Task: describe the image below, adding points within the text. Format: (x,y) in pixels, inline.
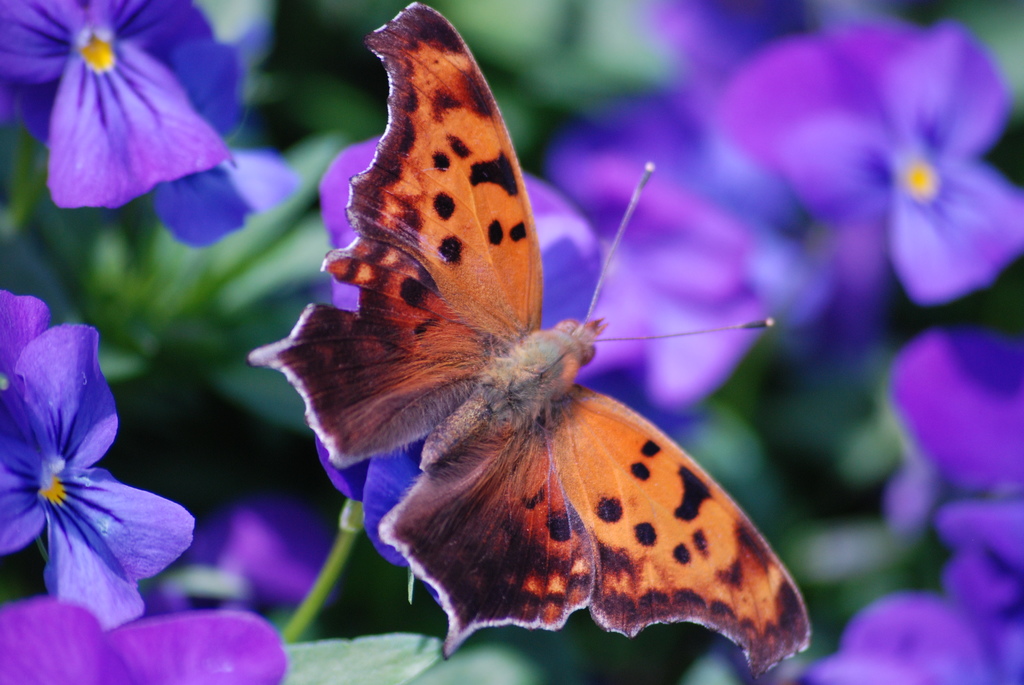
In this image we can see a butterfly (437,377) on the flower (357,481) and blur background (717,25).
